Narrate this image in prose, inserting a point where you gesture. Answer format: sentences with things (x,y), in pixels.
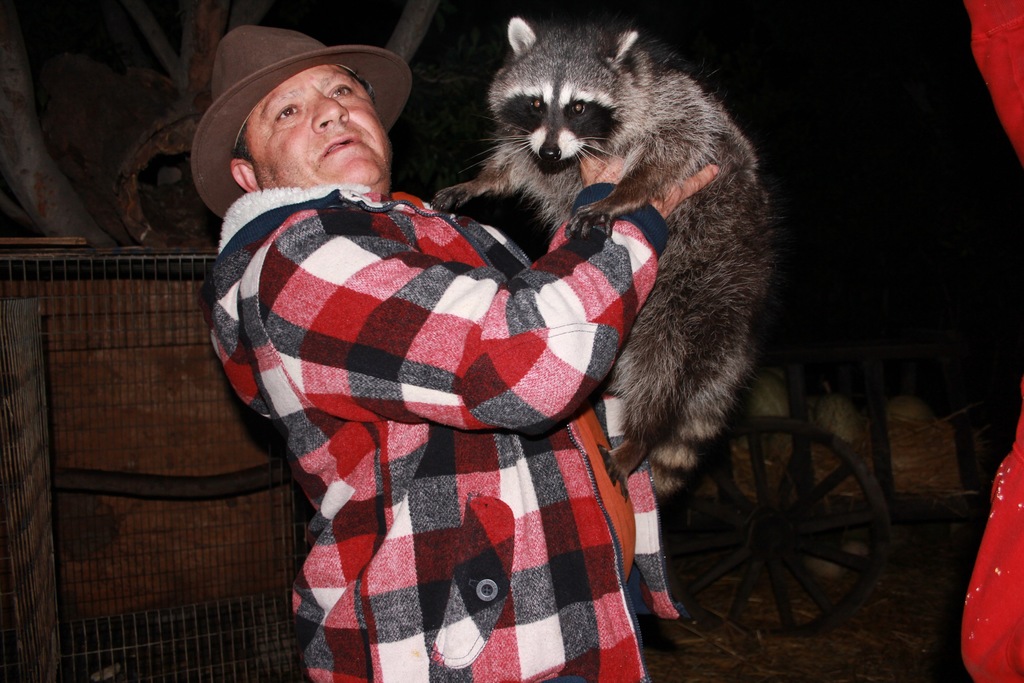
In this image we can see a person (554,468). There is an animal (634,356) in the image. There is a wooden cart (883,443) in the image. There are many objects (911,462) in the wooden cart (801,446). There are few objects (68,308) at the left side of the image (117,486).
